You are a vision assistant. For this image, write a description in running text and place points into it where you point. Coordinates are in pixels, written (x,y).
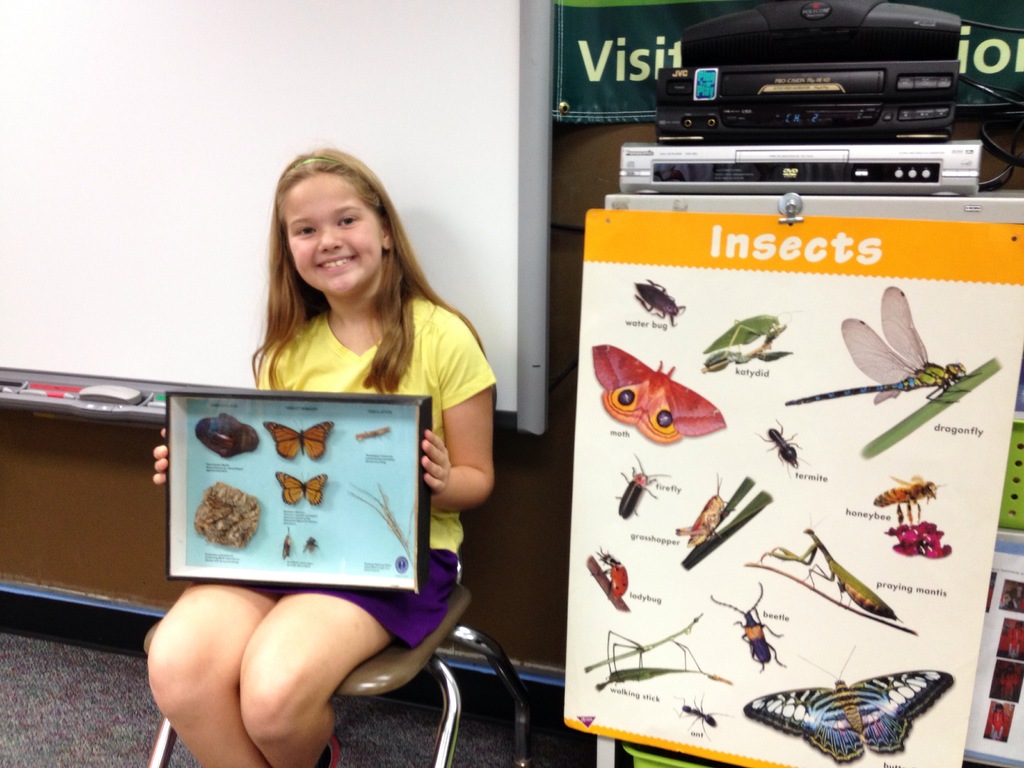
In this image, we can see a girl (420,357) sitting on the chair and holding a board (272,467) and we can see butterflies (307,490) and objects (249,515) on the board (234,486). In the background (719,618), there are some objects (87,393) on the stands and we can see a banner (589,36) and a wall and there is a board (724,590) with some pictures (688,544) of insects (756,603). At the bottom (32,686), there is a floor (32,686).
